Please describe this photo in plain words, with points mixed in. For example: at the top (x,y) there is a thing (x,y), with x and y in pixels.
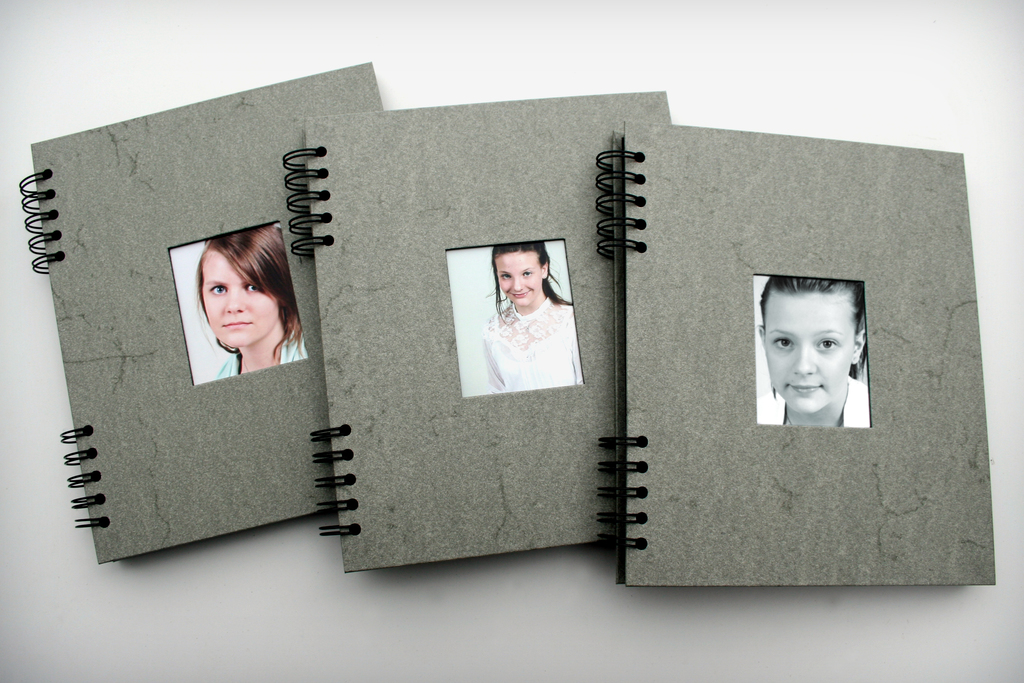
In this image I see 3 books (559,276) which are of grey in color and I see a picture (515,286) of a different girl (790,347) on every book (747,241) and I see that one girl (570,376) is smiling and these 3 books (457,270) are on a white surface (613,50).
